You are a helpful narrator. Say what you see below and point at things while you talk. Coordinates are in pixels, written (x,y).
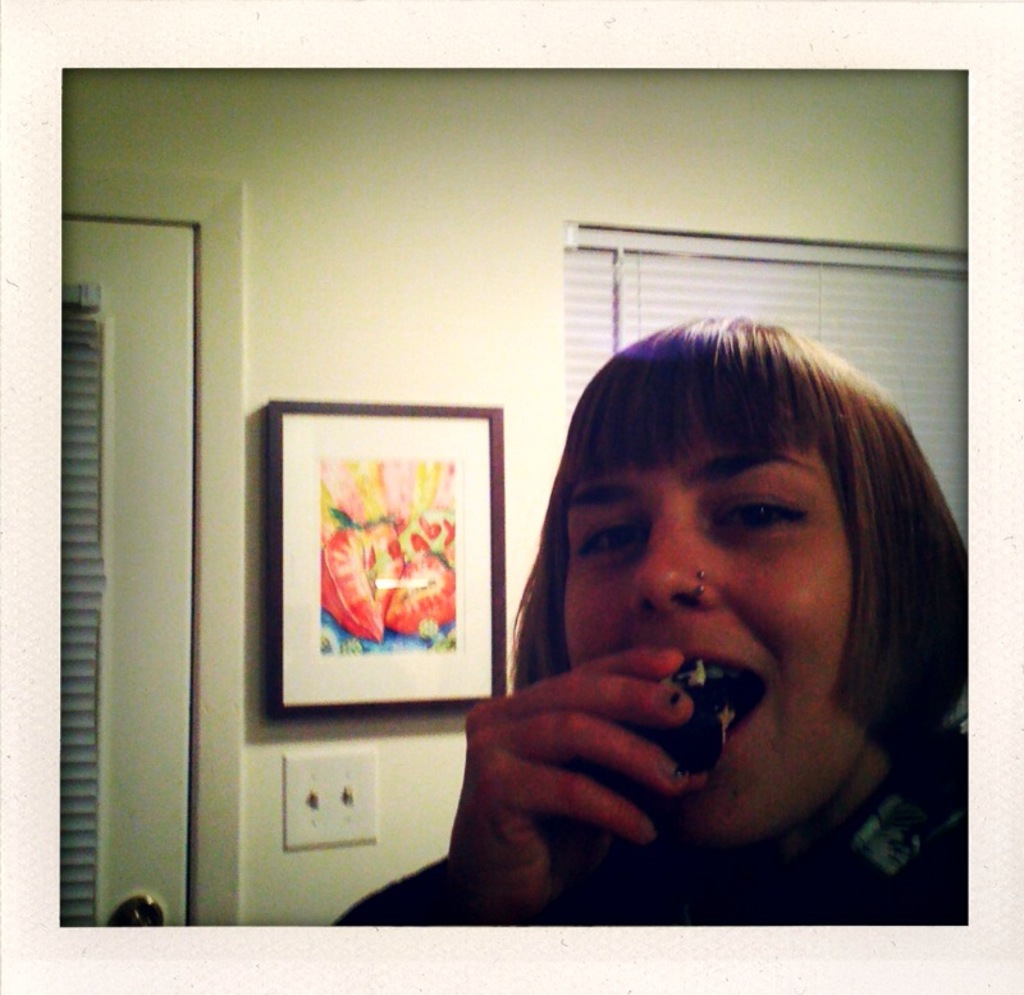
In this image I see a woman (677,463) who is holding a thing (711,720) near to her mouth (704,655) and in the background (313,282) I see the wall (509,408) on which there is a frame (411,485) over here and I see the door (99,369) over here and I see the white color thing (324,834) over here.
